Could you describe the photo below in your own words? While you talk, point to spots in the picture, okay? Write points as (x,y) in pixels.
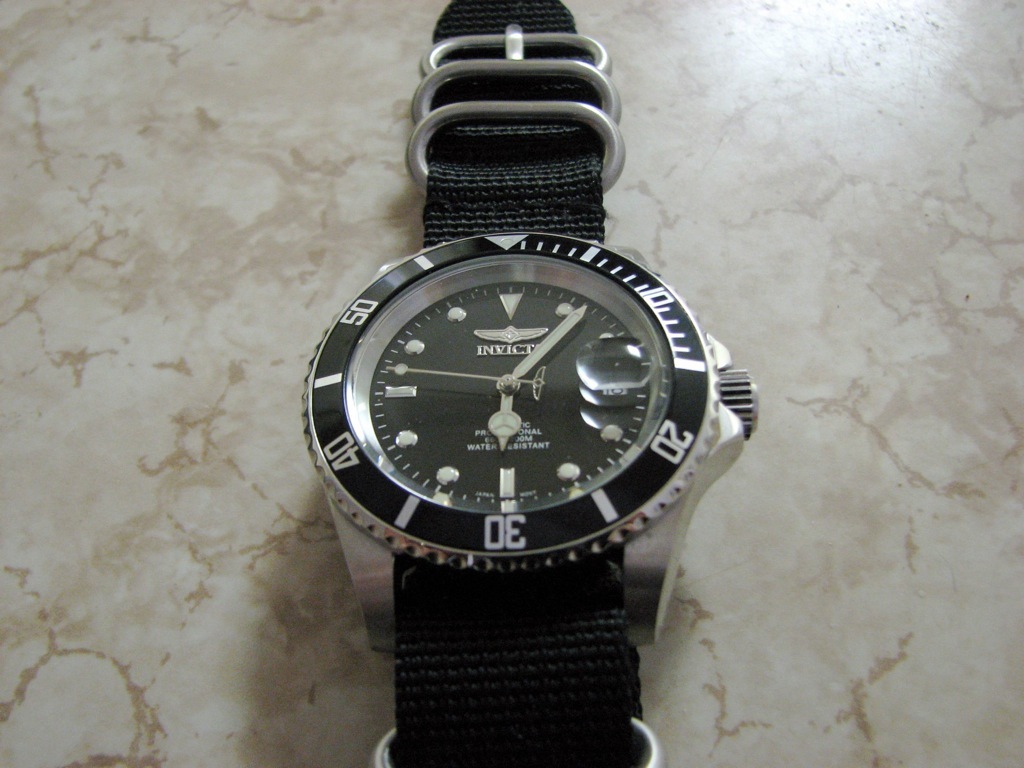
In this image there is a watch (524,244) on the floor (417,244). On the watch (360,436) there are few numbers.
